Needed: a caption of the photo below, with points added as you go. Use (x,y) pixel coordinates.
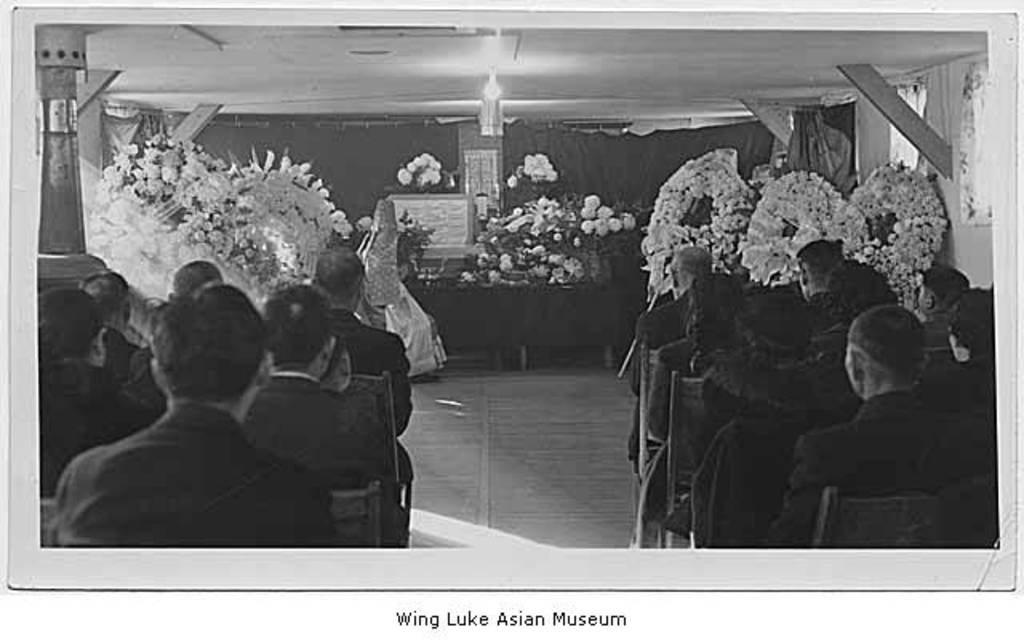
In this image, we can see a black and white photography. In this photograph, people (932,410) are sitting on the chairs (345,508). Background (383,274) we can see decorative objects (577,237), curtains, people (366,271), few things (419,232) and light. At the bottom of the image (574,626), we can see the text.
